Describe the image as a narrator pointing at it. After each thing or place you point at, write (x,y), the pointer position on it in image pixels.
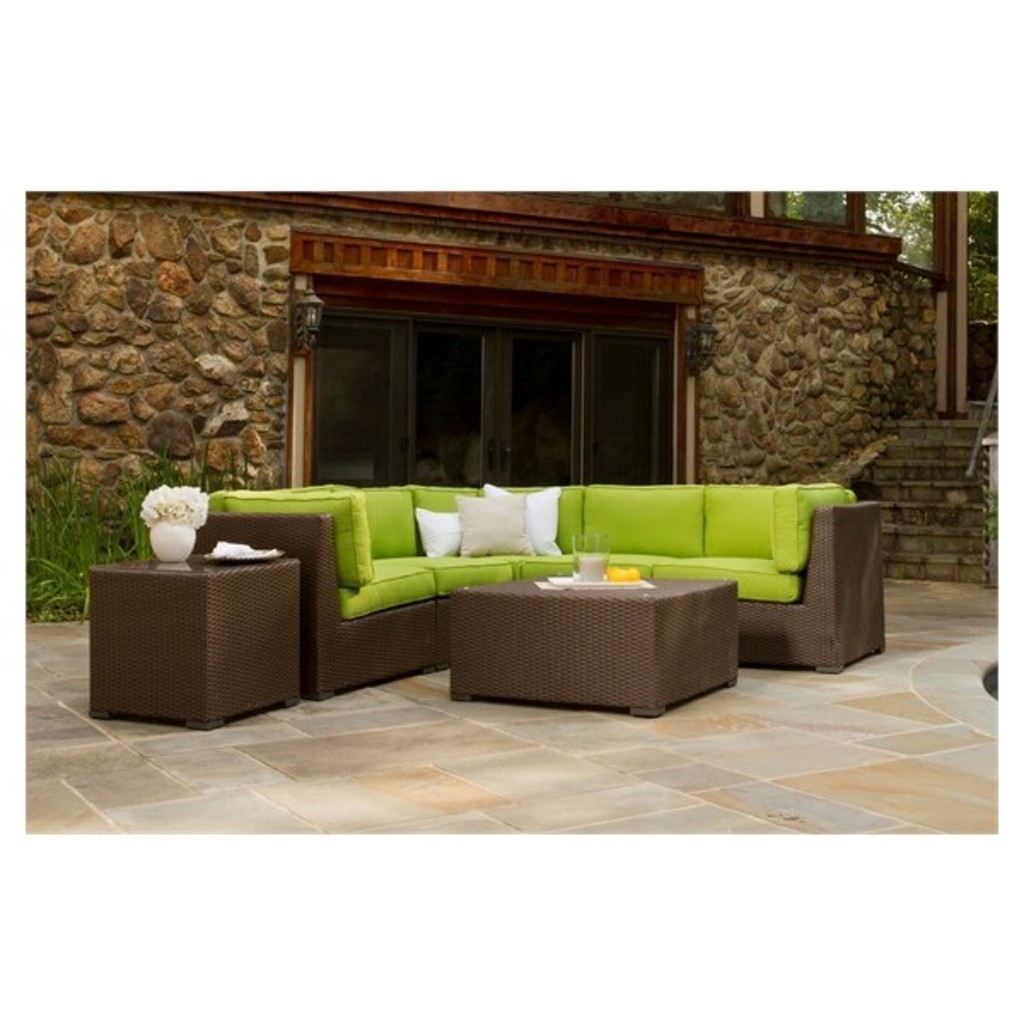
In this picture we can see a flower vase (174,529) on the table (222,590) and also we can see a sofa (767,573), wall (803,359), light (701,349) and couple of plants (105,509).
